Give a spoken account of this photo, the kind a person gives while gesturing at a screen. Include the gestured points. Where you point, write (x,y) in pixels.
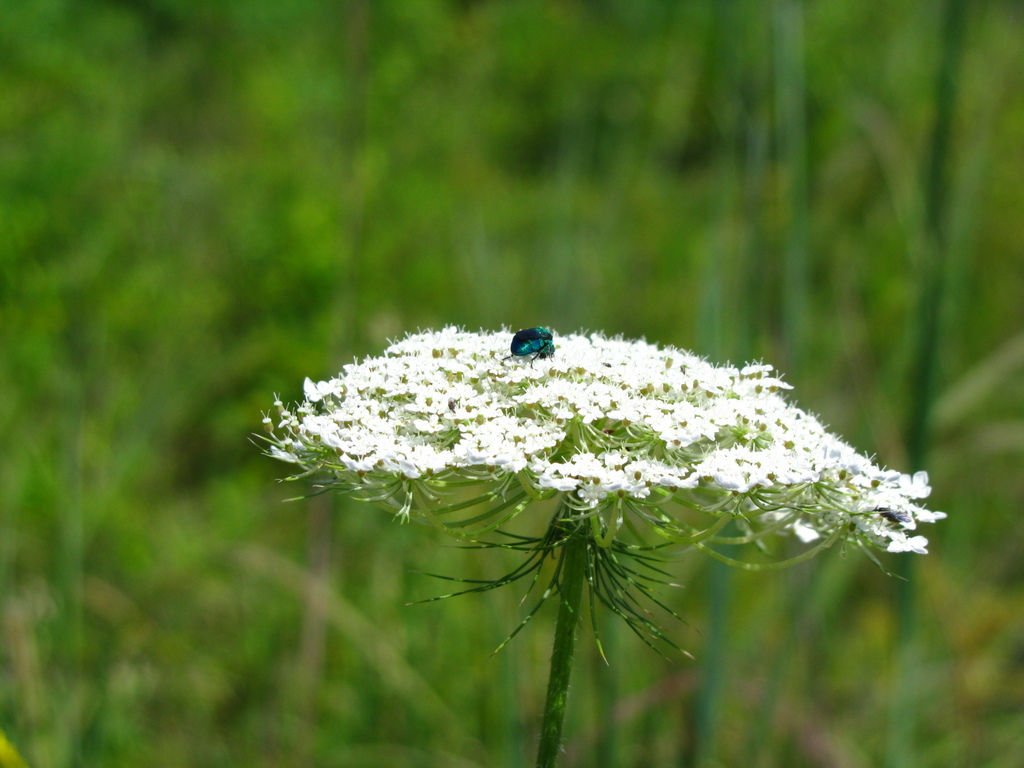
In this picture, we can see some flowers (345,376) on a plant (387,419) and insect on it and the background (227,659) is blurred.
